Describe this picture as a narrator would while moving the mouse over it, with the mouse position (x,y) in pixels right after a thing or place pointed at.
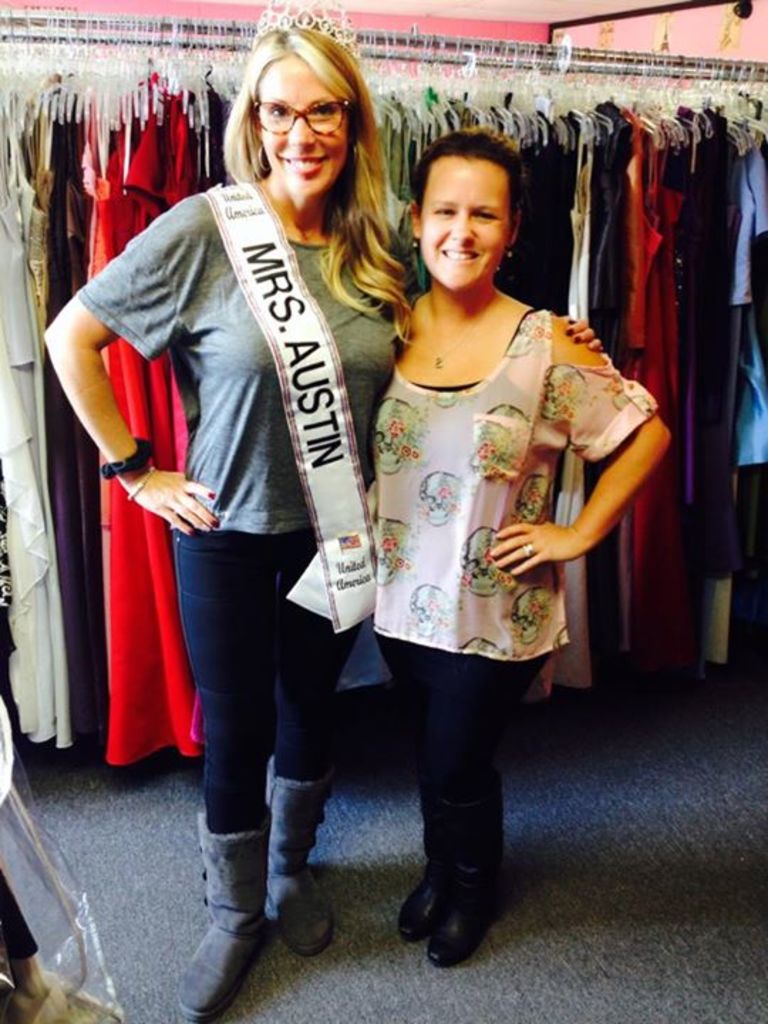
In the center of the image (274,649) there are people (303,680) standing on the carpet (583,959). In the background of the image (123,382) there are clothes (123,156). There is wall (376,14).
